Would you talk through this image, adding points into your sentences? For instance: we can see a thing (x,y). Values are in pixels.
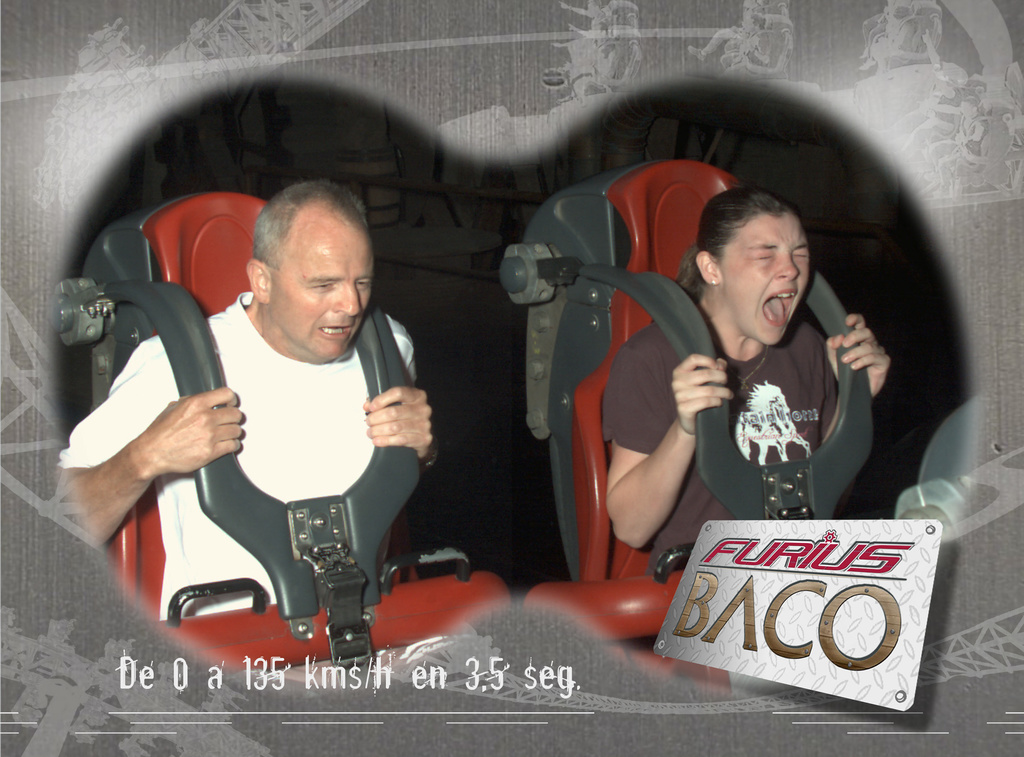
It is an edited picture. In this image, we can see women (735,406) and men (352,450) are sitting on the seat (140,543) and holding rods (366,492). They are open their mouths (331,334). At the bottom (544,675), we can see some text (348,684).
